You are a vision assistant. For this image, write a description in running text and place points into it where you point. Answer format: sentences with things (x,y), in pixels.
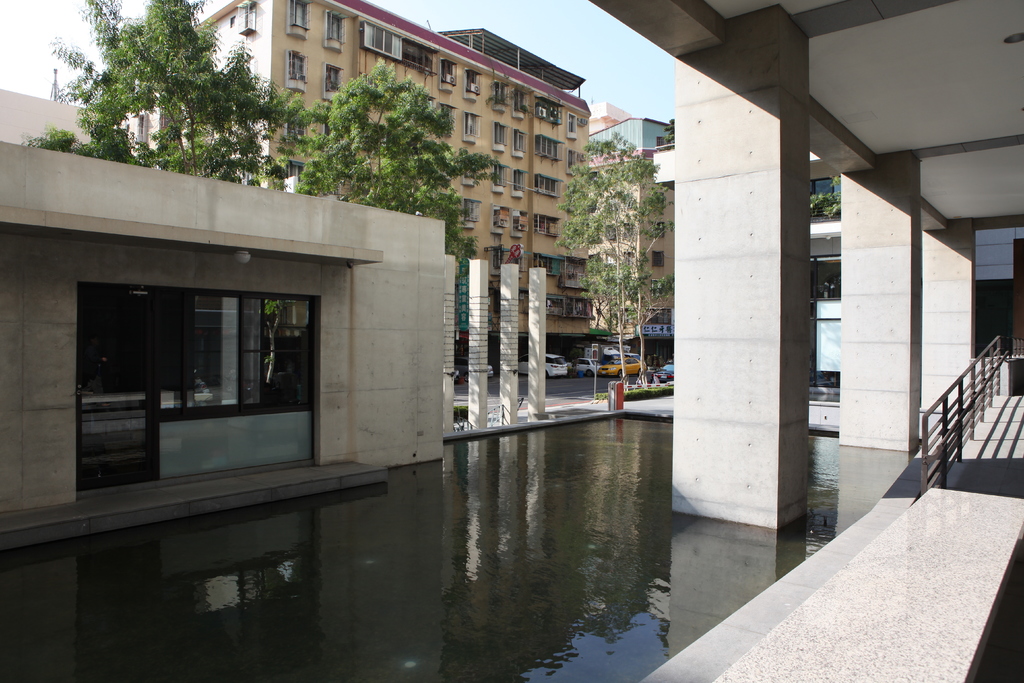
In this image there is water (333,638) having few pillars (718,487) of building (794,421) in it. Beside there is staircase (1014,404). Left side (17,487) there is house (147,279), behind there are few trees (320,133). There are few vehicles (617,374) on the road (490,381). Behind there are few buildings (585,107). Top of image (620,82) there is sky (645,103).
